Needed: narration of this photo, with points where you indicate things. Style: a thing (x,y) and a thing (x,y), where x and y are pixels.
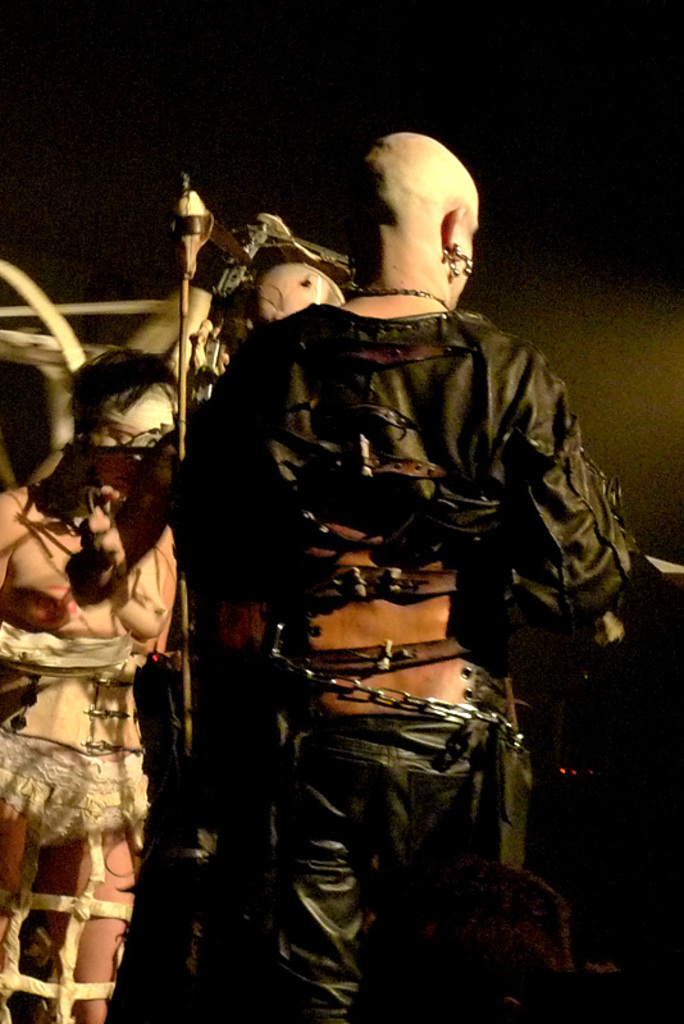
In this picture we can see some people (324,740) standing here, they wore costumes (311,747), we can see a chain (421,702) here, in the background (593,353) there is a wall (615,336).
